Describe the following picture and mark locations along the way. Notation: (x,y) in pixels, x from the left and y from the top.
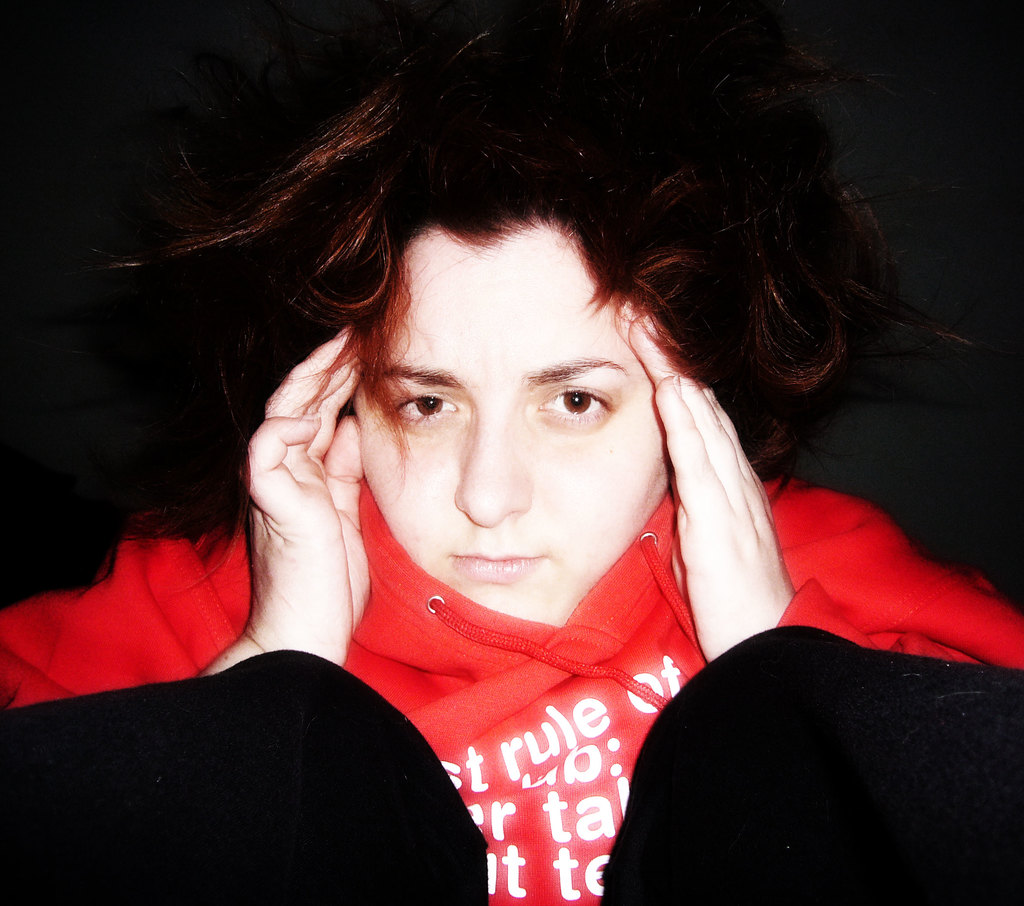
In this image there is a lady (432,533) wearing red dress (578,684). The background is dark.
